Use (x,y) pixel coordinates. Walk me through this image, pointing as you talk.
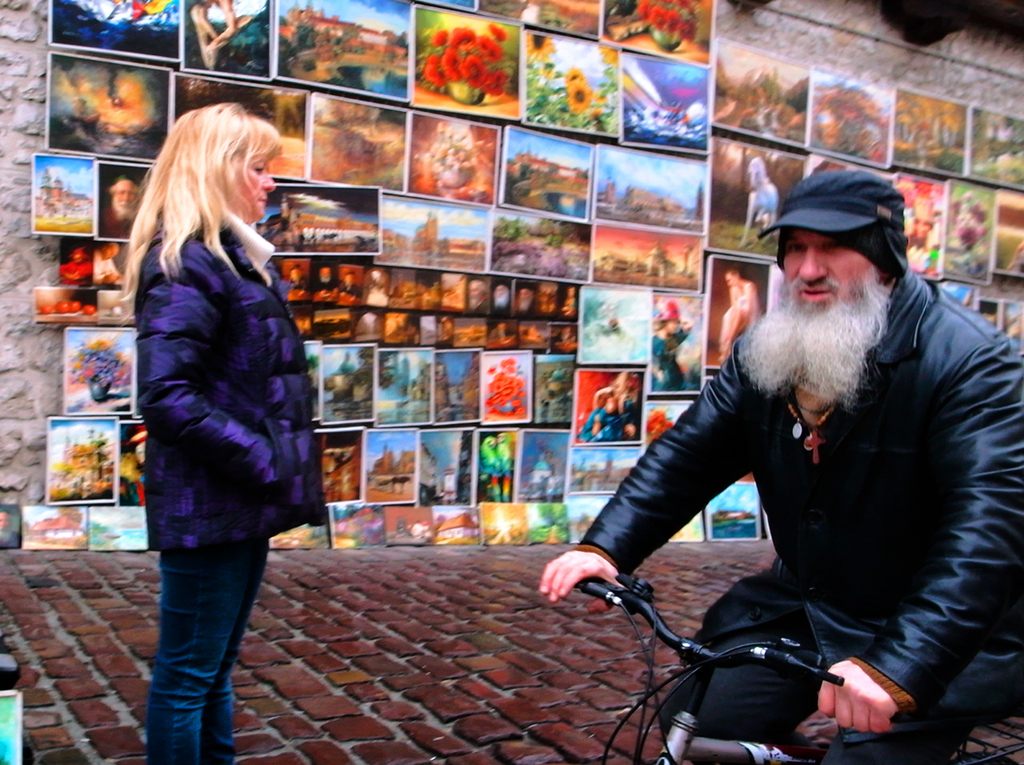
This image consists of two persons (663,517). One is man (914,519), another one is a woman (259,474). Man (739,724) is riding bicycle (681,729). He is on the right side (831,605). The woman (232,580) is on the left side (152,439). There are so many photo frames (404,267) behind them.
